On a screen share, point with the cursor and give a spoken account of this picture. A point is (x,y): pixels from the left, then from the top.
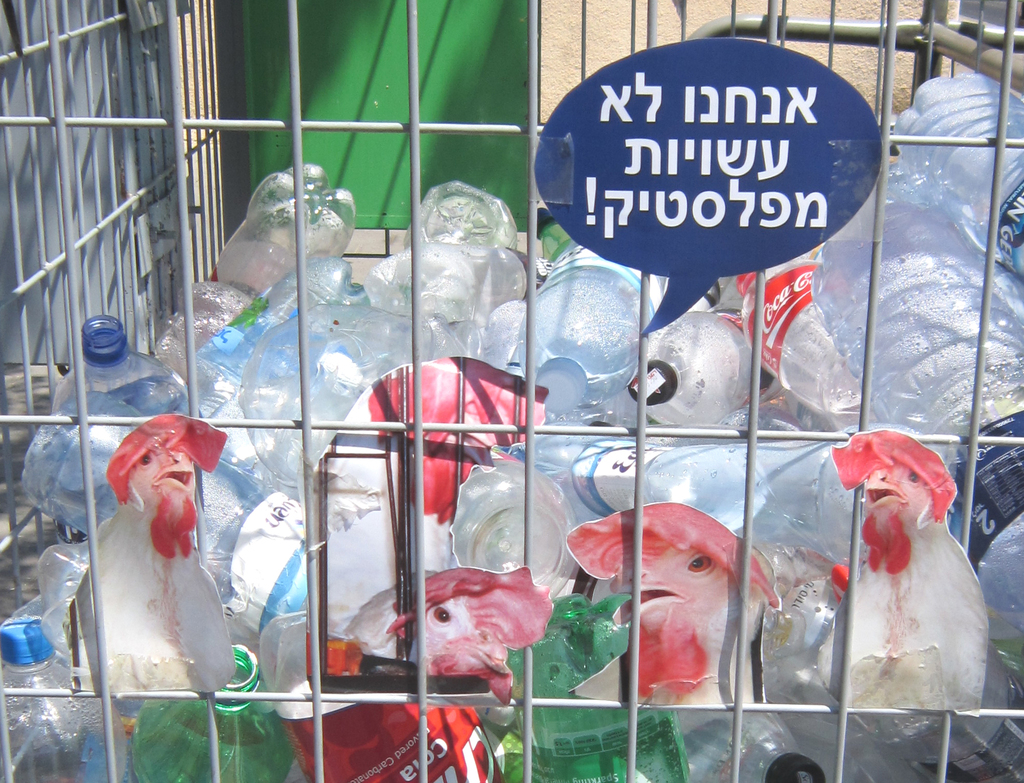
In this picture I can see bottles (464,504), photos (480,440) of hens (602,554) and other objects (672,181) in a trolley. In the background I can see green and white color wall (346,103).
